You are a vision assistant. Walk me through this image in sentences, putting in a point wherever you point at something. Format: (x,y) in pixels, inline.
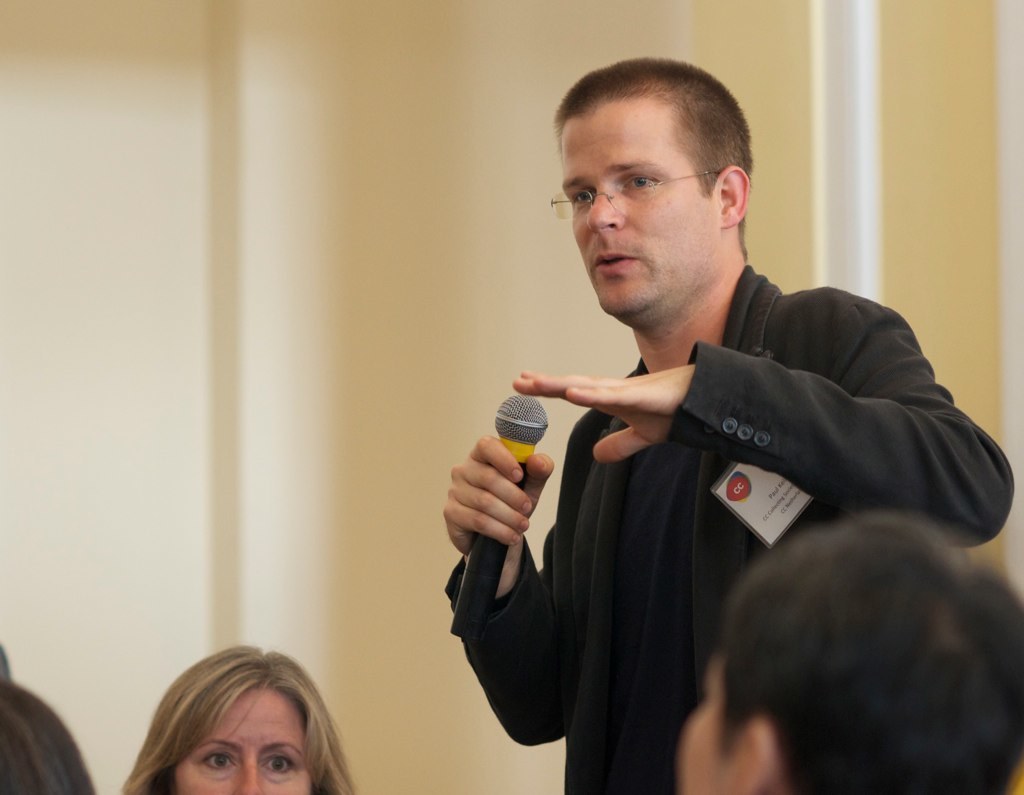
In this picture we can see group of people (624,577), a man (648,519) is speaking with the help of microphone (544,427).
